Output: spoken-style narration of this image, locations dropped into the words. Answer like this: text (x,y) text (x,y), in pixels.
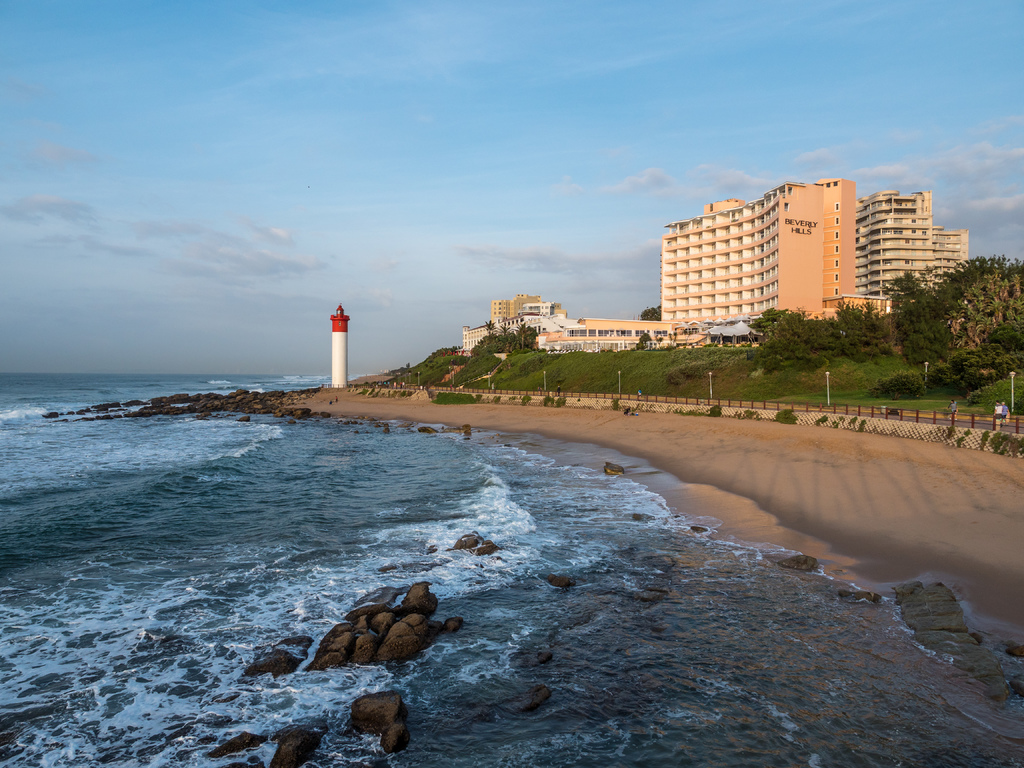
In the picture we can see the water surface (368,663) and near it, we can see the surface (947,497) with mud (963,501) and beside it, we can see the plants (528,399), trees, buildings (577,339) and the sky (988,176) with clouds (947,182).
